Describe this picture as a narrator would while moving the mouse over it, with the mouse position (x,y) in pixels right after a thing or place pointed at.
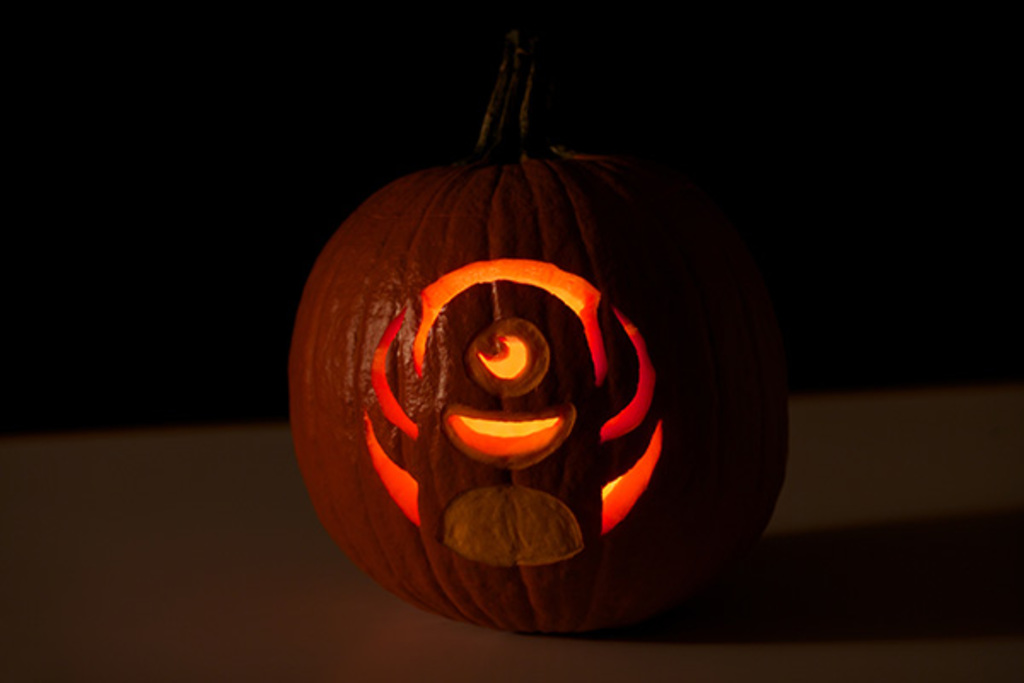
In this picture we can see a pumpkin (461,376).
